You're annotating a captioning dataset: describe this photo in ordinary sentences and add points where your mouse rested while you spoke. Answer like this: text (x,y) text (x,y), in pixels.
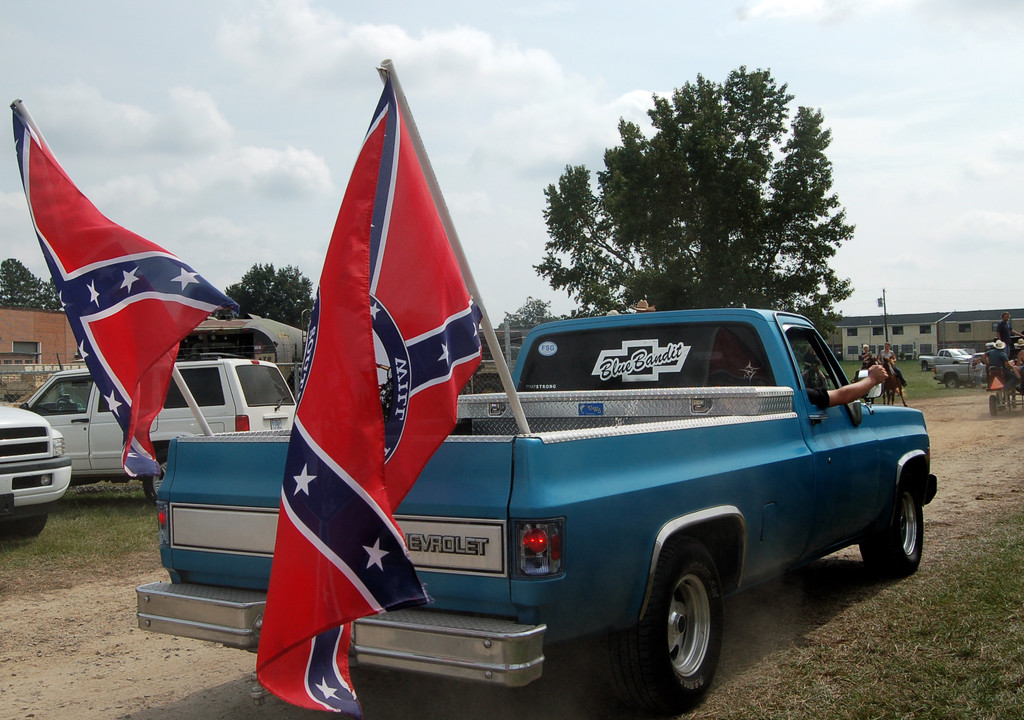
In the foreground of the image (584,499) we can see the blue color vehicle (539,485) with two flags (469,369). In the background (658,203), we can see trees (659,259), buildings (939,314), cars (9,444), horses (888,362) and people (999,369). The sky (547,131) is covered with clouds (310,179).
